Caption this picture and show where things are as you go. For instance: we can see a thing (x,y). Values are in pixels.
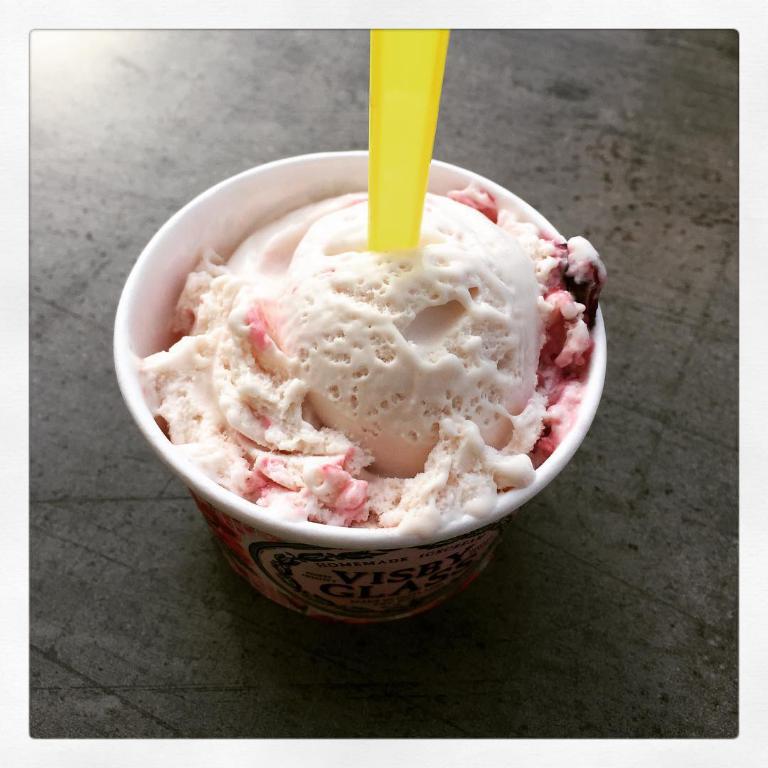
In the image there is an ice cream (290,327) served in a cup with a yellow spoon (380,110).
